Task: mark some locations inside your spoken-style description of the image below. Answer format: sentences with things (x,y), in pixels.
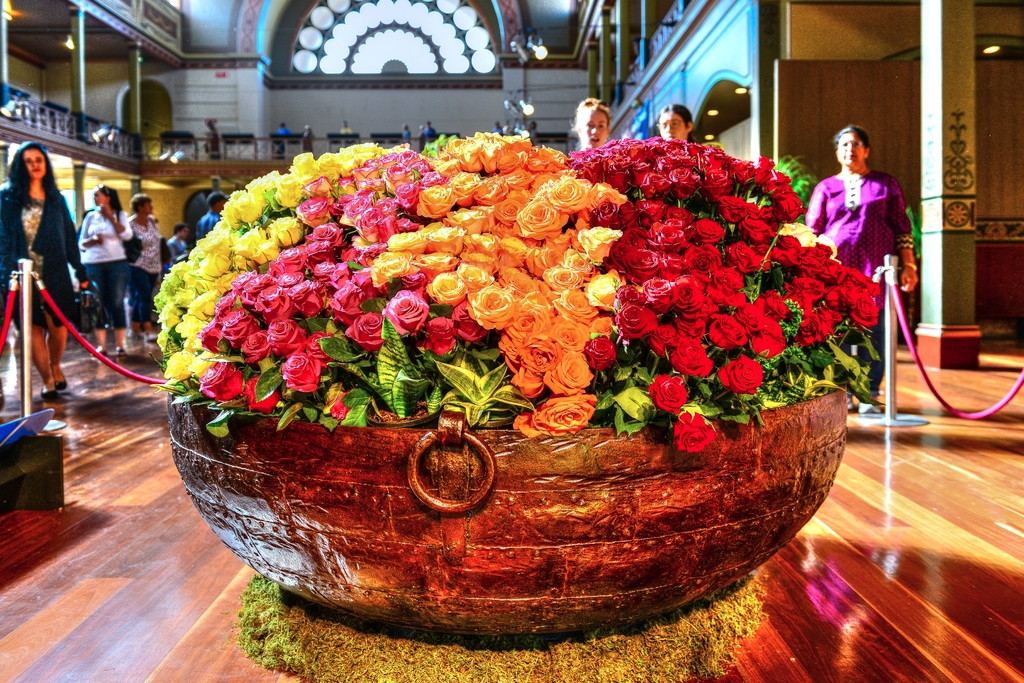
In the picture we can see a bunch of flowers (817,309) with plants (634,387) in the bowl (453,560) and placed on the wooden floor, and besides to it, we can see a railing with wires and poles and some people (859,148) walking on the floor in the palace (998,79) and we can see some pillars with floor (20,562) and some lights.
